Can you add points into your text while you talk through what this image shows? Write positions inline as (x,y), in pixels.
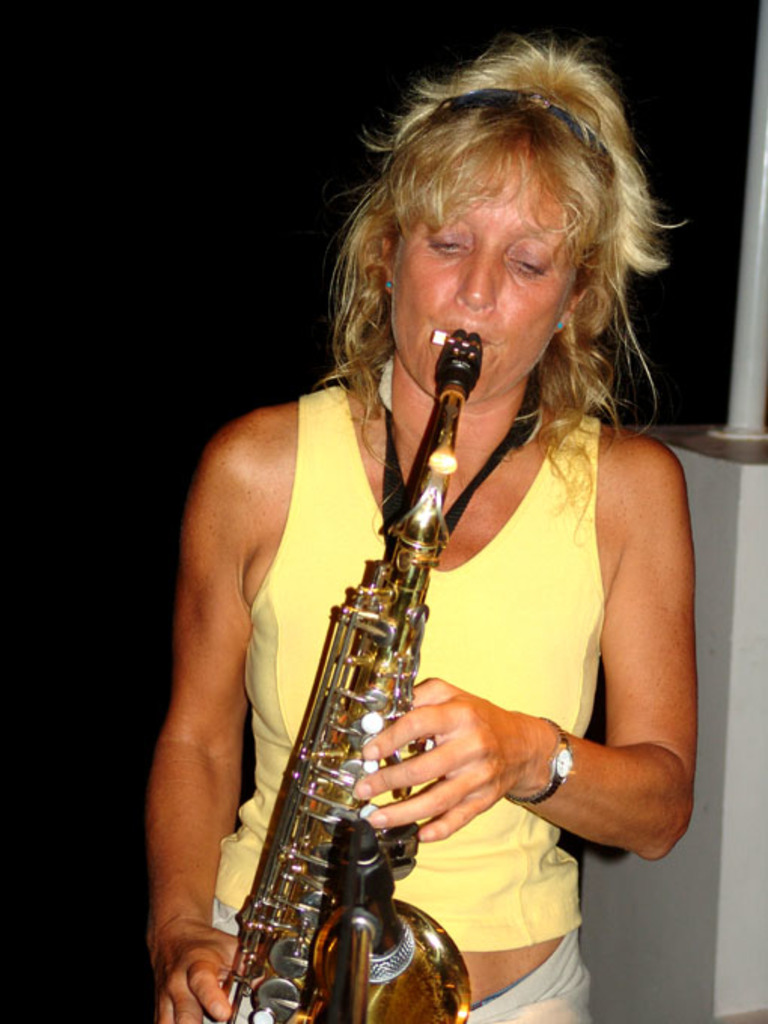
In this image we can see a woman (426,667) standing and holding the saxophone (390,860) in her hands (387,789).
